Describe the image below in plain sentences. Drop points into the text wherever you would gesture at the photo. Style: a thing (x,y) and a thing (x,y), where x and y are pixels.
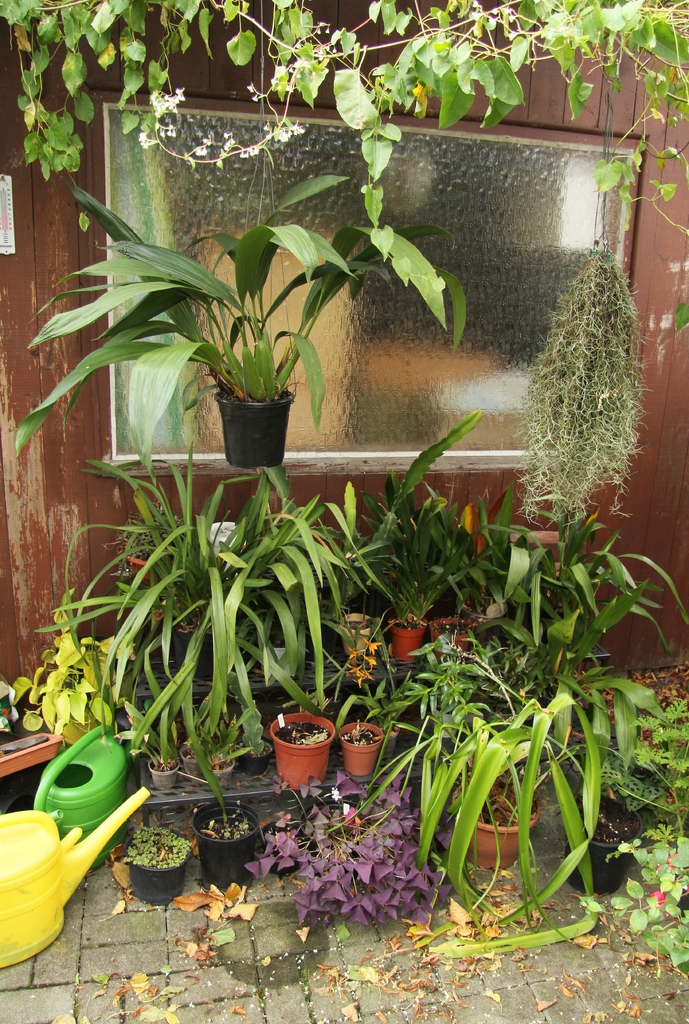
In this image, on the left side (169,877), we can see few jars (10,818), flower pot (169,868), plants (405,825). In the background (415,456), we can see a glass window (357,450) flower pot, plants (284,243). At the top (413,39), we can see a tree (405,76), at the bottom (159,926), we can see a land (356,931).
